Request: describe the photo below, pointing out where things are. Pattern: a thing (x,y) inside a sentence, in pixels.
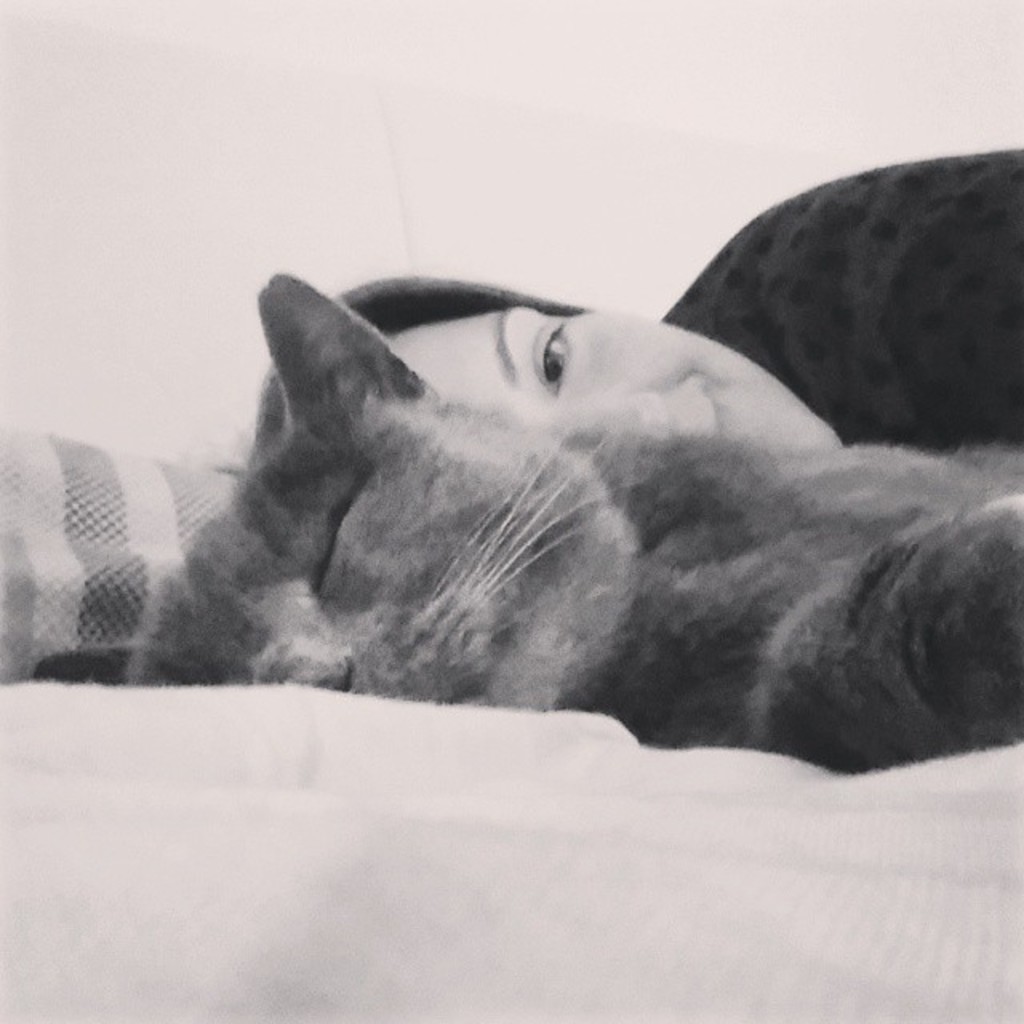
In this image we can see one person (910,347) and an animal (502,504) on the bed (470,906).
